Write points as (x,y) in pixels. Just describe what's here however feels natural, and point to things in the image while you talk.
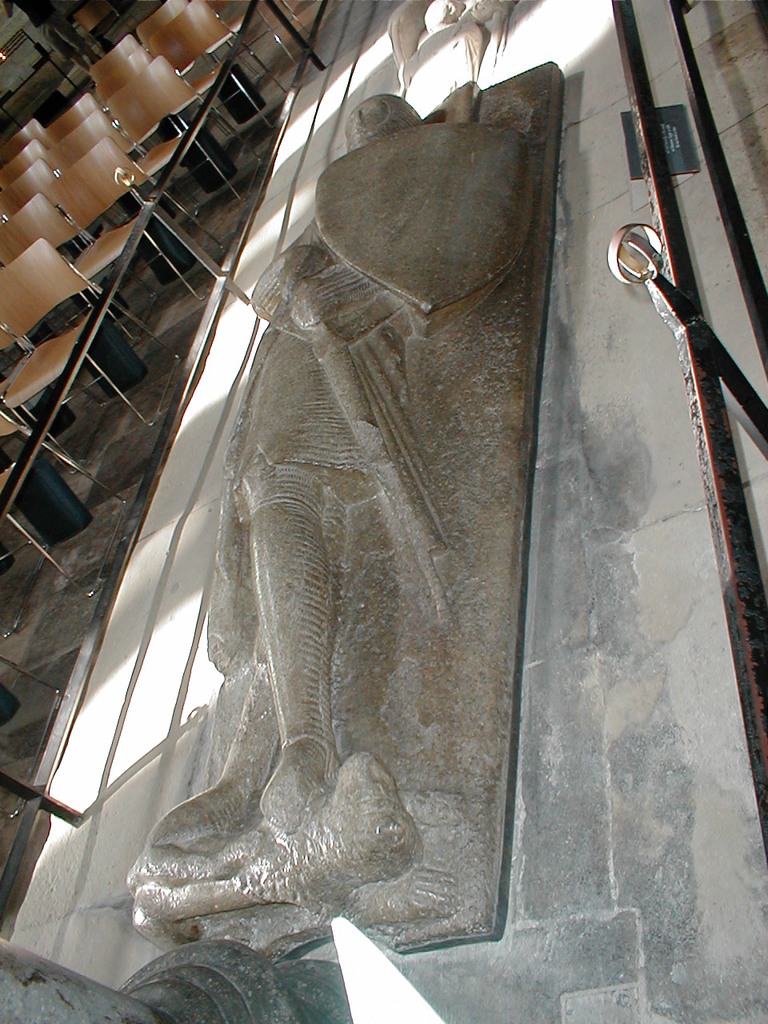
In this picture we can see a statue (378,789) on a platform (544,638), beside this statue (442,544) we can see a fence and chairs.
